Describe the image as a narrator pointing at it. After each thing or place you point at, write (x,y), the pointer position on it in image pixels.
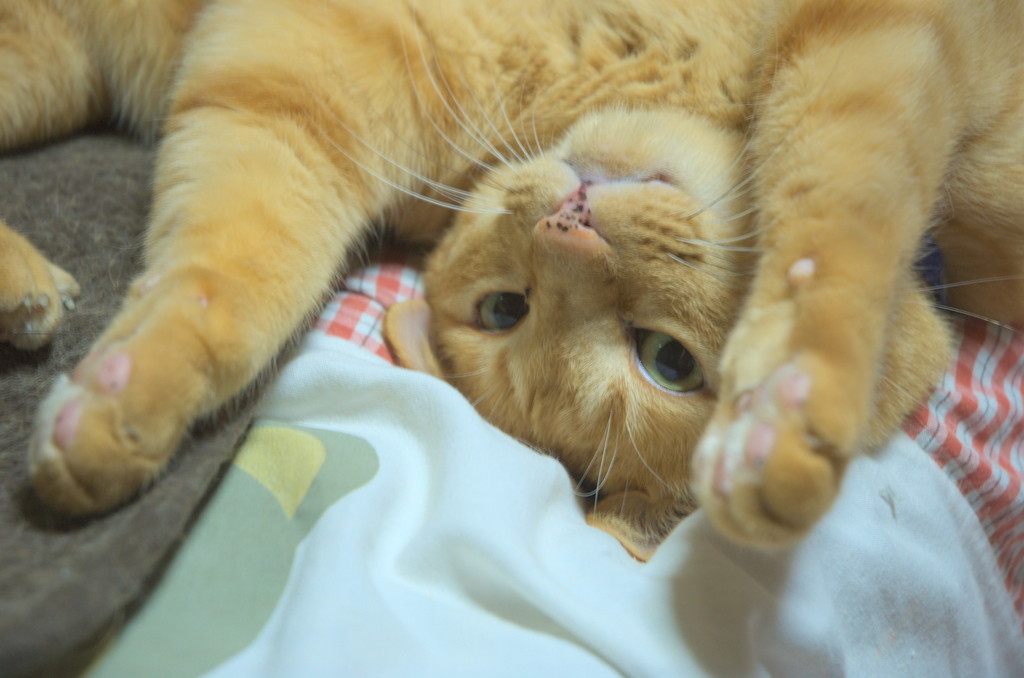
In this image we can see a cat (448,322) on the couch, also we can see some clothes (507,489).
